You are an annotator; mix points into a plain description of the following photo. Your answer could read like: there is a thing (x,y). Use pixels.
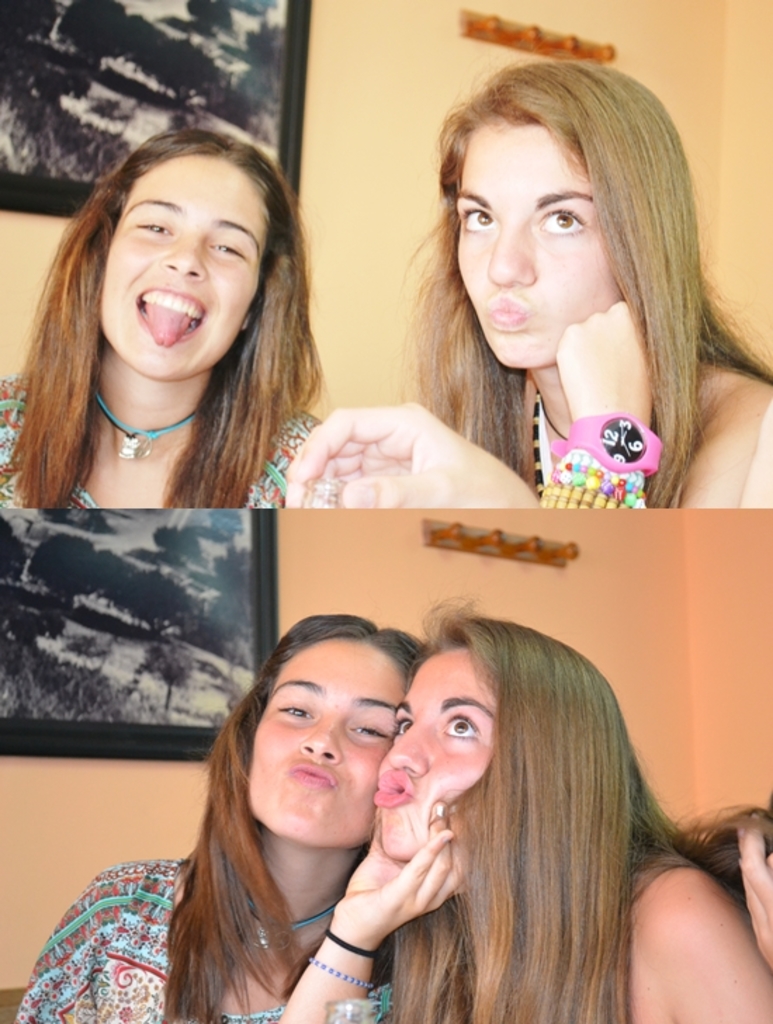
In this image we can see two women (144,933). Here we can see a woman (181,211) on the left side (94,223) and she is smiling. Here we can see the photo frame (158,624) on the wall (346,557).
